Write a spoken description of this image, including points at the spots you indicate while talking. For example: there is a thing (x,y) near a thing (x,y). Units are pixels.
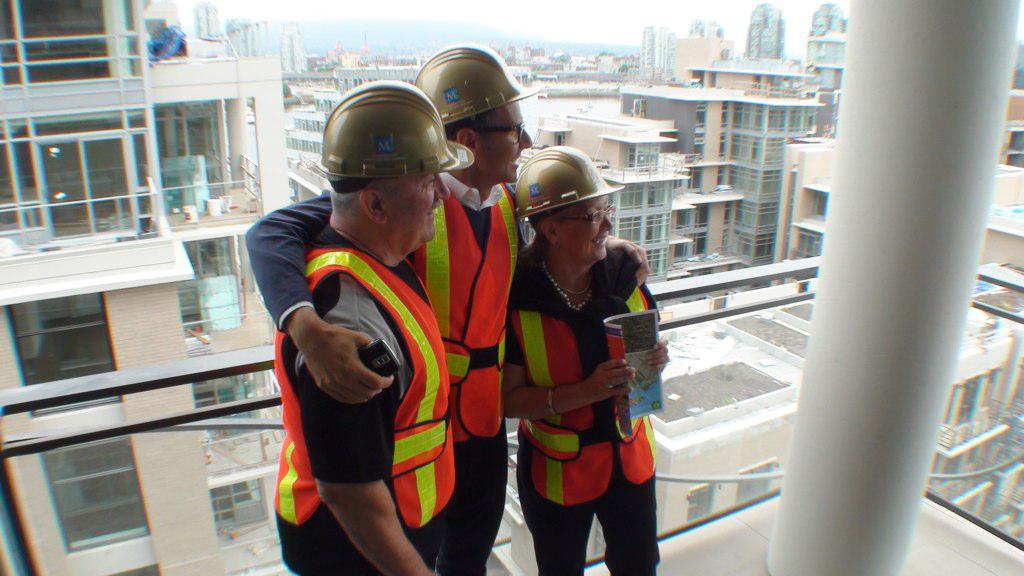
In this image I can see three people (571,255) standing and wearing jackets (387,299). Back I can see few buildings (675,248), windows (970,389), glass fencing (1001,450), pillar (878,234).
